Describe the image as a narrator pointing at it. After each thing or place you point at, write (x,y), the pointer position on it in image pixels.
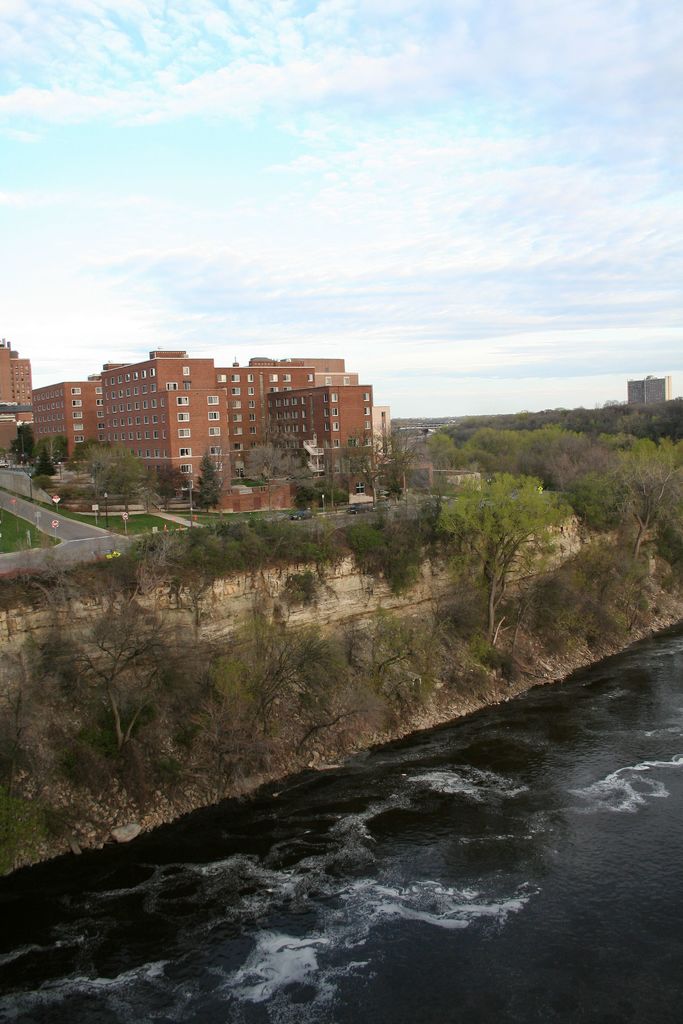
In this image, we can see buildings (8,361), trees (94,479), poles (97,520) and boards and there are vehicles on the road (84,552). At the top (381,147), there are clouds (368,173) in the sky (420,294) and at the bottom (257,945), there is water (441,871).
